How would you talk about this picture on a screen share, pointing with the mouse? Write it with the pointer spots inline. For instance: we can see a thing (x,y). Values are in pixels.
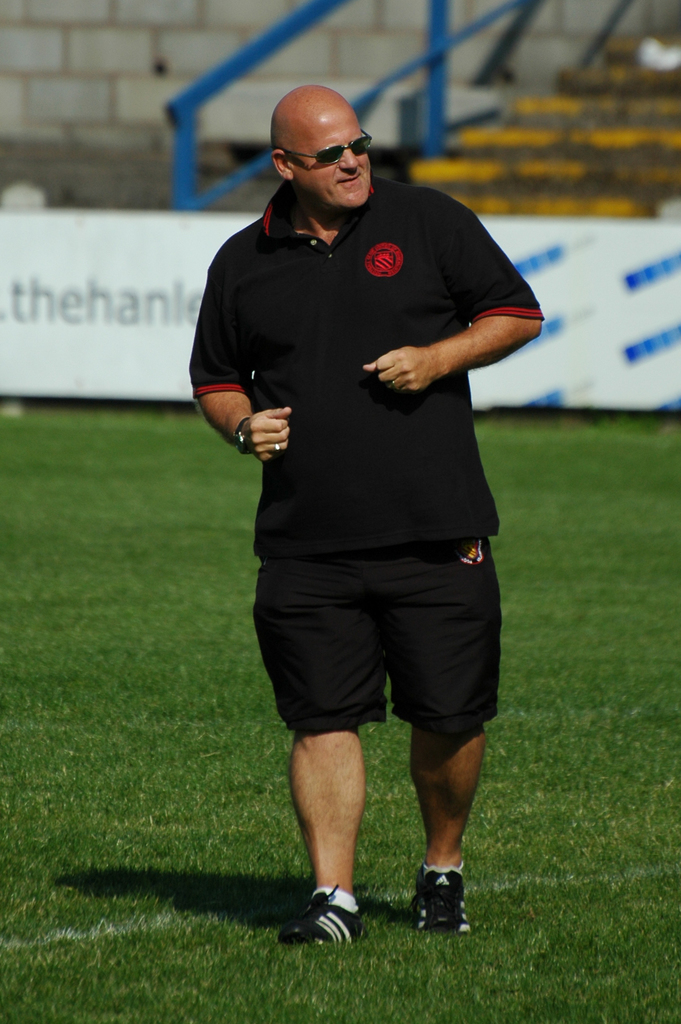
In this picture there is a person (266,338) with black t-shirt (260,502) and goggles (368,141) is walking on the grass (326,955). At the back (630,297) there is a hand rail (186,159) and there is a hoarding (199,220) and there is a text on the hoarding (163,289). At the bottom (86,796) there is grass (311,965).
